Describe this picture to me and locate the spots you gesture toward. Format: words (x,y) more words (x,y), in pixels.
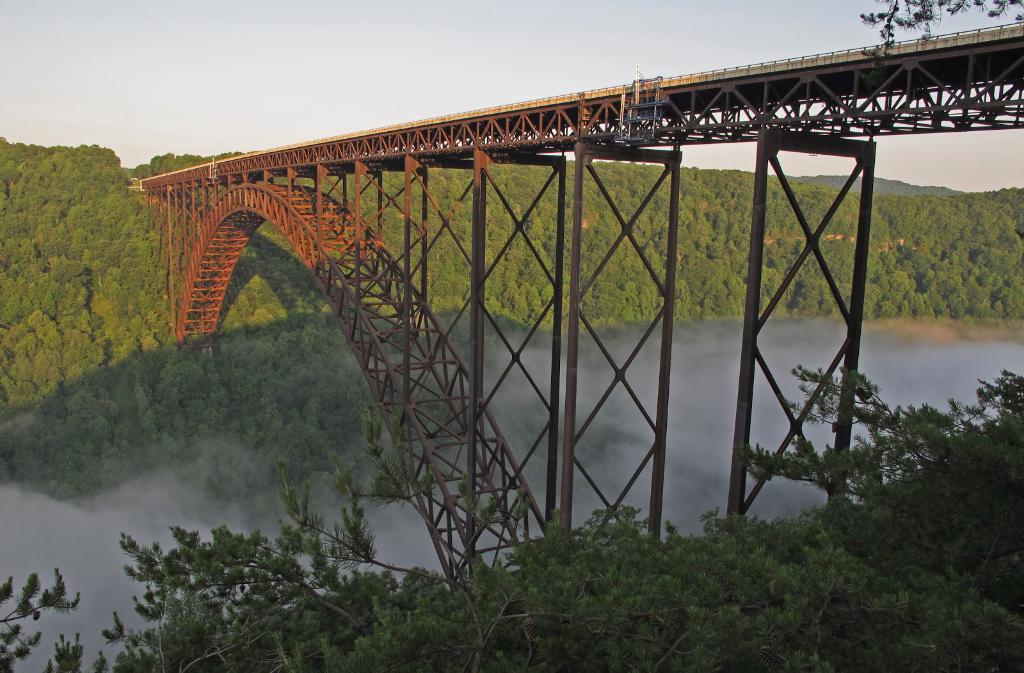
In this picture we can see a few plants (754,657) from left to right. We can see a bridge (371,371) and a few trees (200,450) in the background (173,386).
